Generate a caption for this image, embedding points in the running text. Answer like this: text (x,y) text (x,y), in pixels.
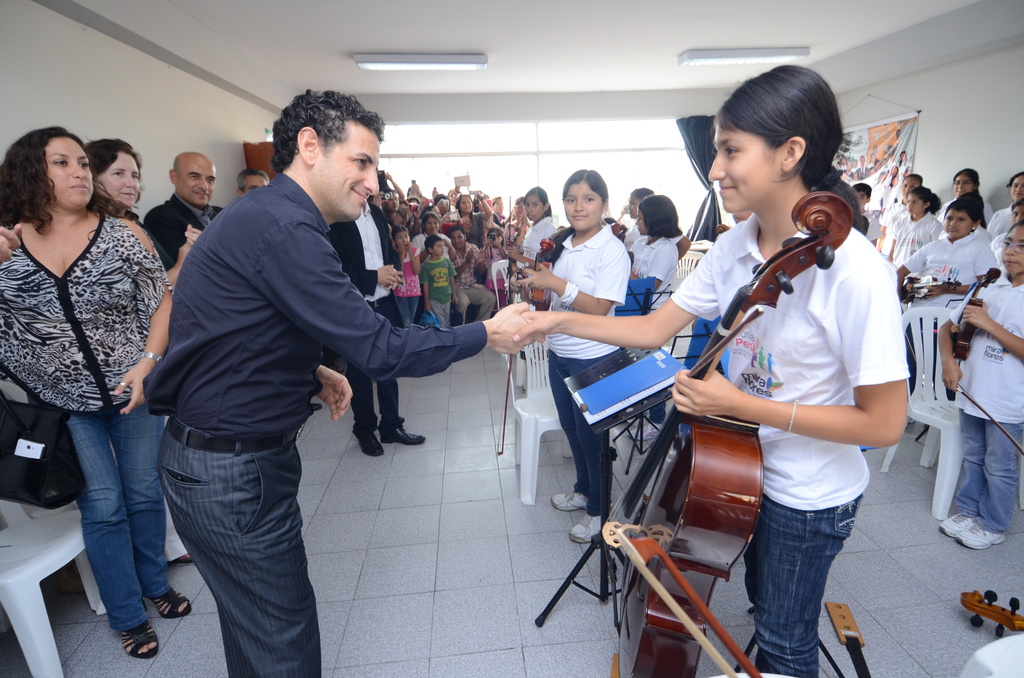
In this Image I see number of people (224,246) who are standing and few of them are sitting, I can also see that few of them are holding the musical instruments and I see that these 2 over here are smiling. In the background (76,20) I see the wall (1019,129), curtain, banner (888,181) and lights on the ceiling (808,27).
